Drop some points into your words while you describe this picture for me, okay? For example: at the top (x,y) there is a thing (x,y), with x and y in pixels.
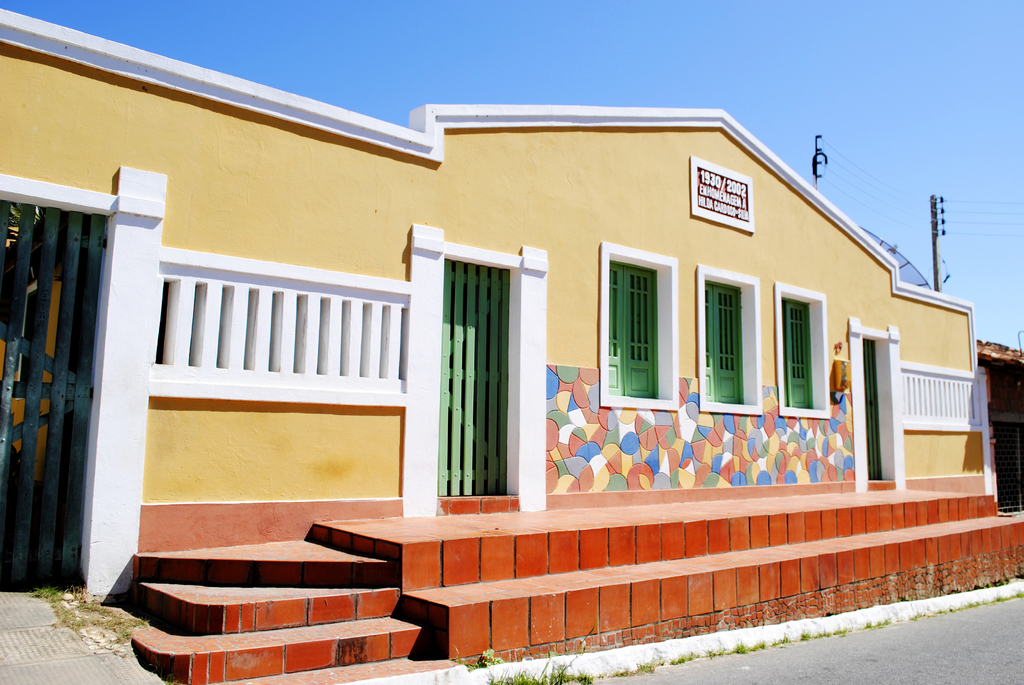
In this picture there is a house (650,404) in the center of the image (521,346).
